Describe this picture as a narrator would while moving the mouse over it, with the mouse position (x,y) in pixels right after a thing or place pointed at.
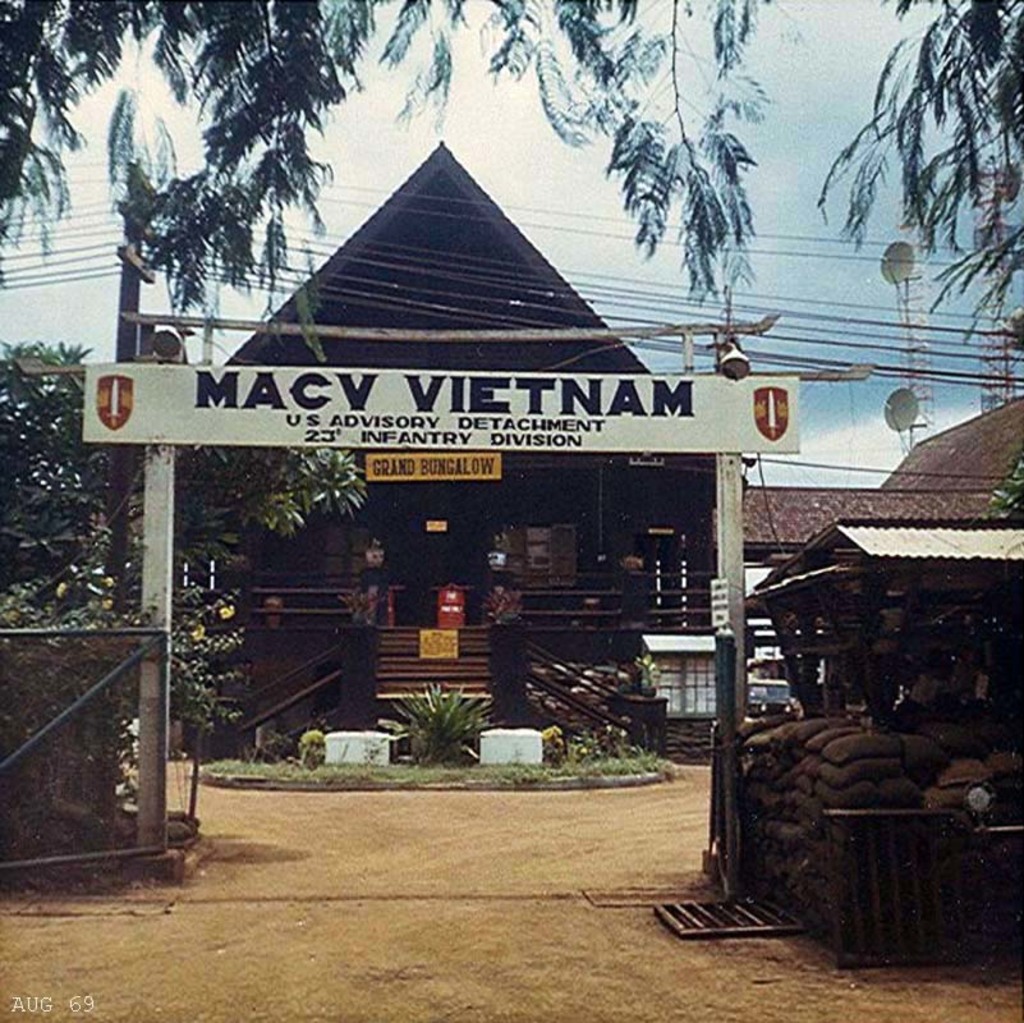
In this image I see buildings (552,524) and I see a board (283,378) over here on which there are numbers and words (537,397) written and I see the plants (188,682), grass (641,765) and the trees (584,14) and I can also see the wires (967,356) and towers (920,358) over here. In the background (830,326) I see the sky (857,10) and I see the ground (727,1005) over here.
